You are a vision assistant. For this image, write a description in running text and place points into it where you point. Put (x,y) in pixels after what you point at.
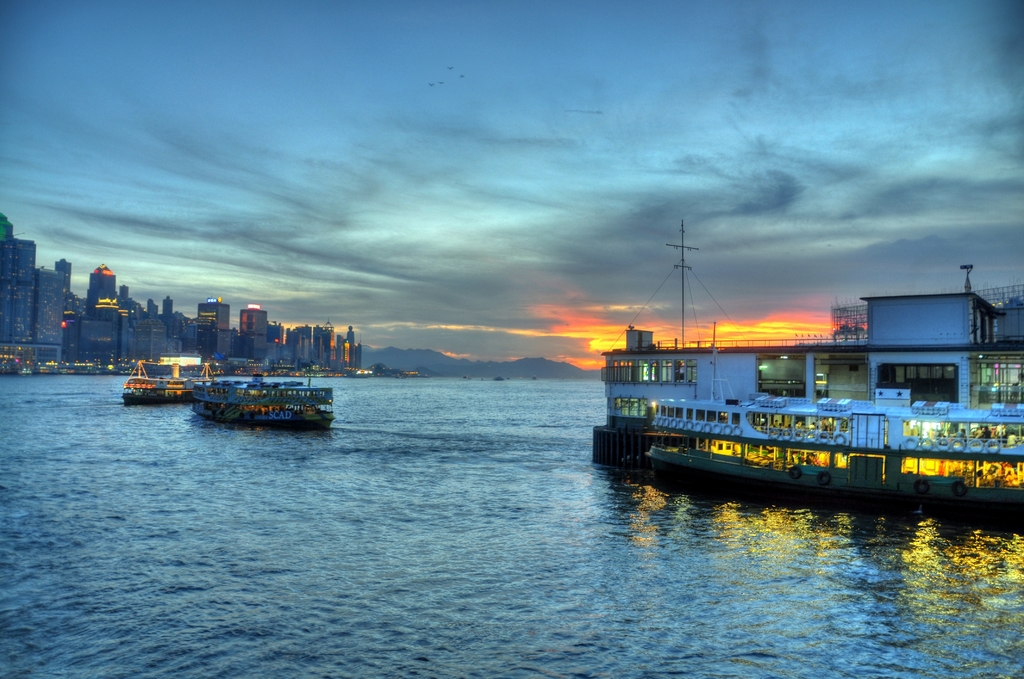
In this image we can see the mountains (414,366), one river (356,383), some boats (175,392) on the river (58,379), some objects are on the surface (25,387), some people (1004,469) on the boat (857,465), so many buildings (21,299), some birds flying in the sky (573,346), some lights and at the top (453,88) there is the sky (996,278).
